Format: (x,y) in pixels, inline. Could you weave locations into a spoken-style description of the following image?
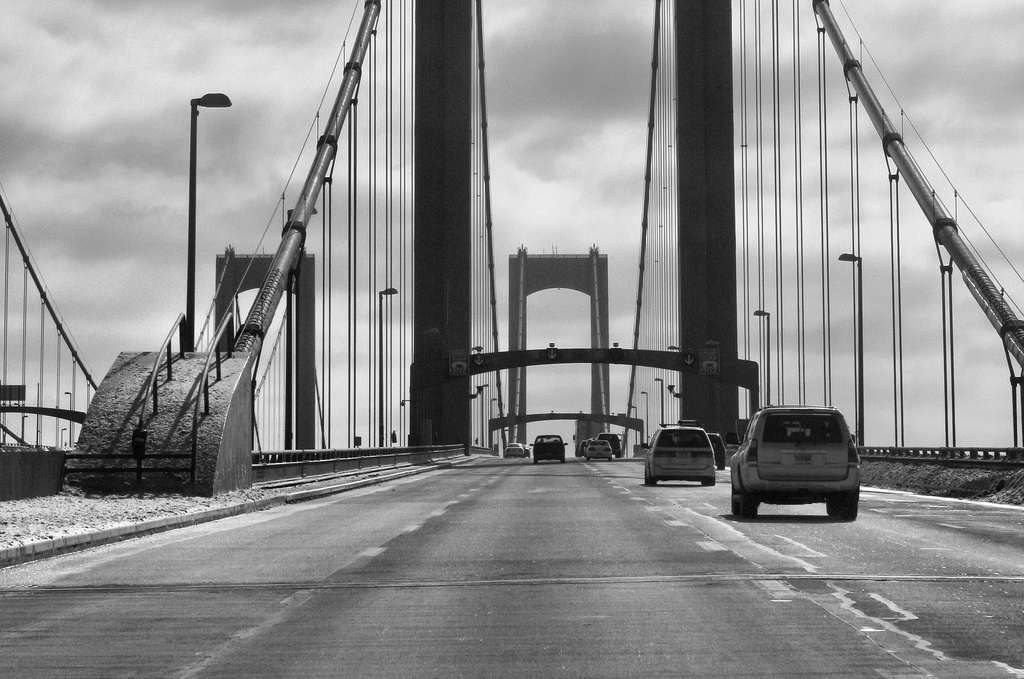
In the picture I can see vehicles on the road (548,567). In the background (324,232) I can see street lights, wires (652,399), a bridge (181,376) and the sky (256,231). This picture is black and white in color.
